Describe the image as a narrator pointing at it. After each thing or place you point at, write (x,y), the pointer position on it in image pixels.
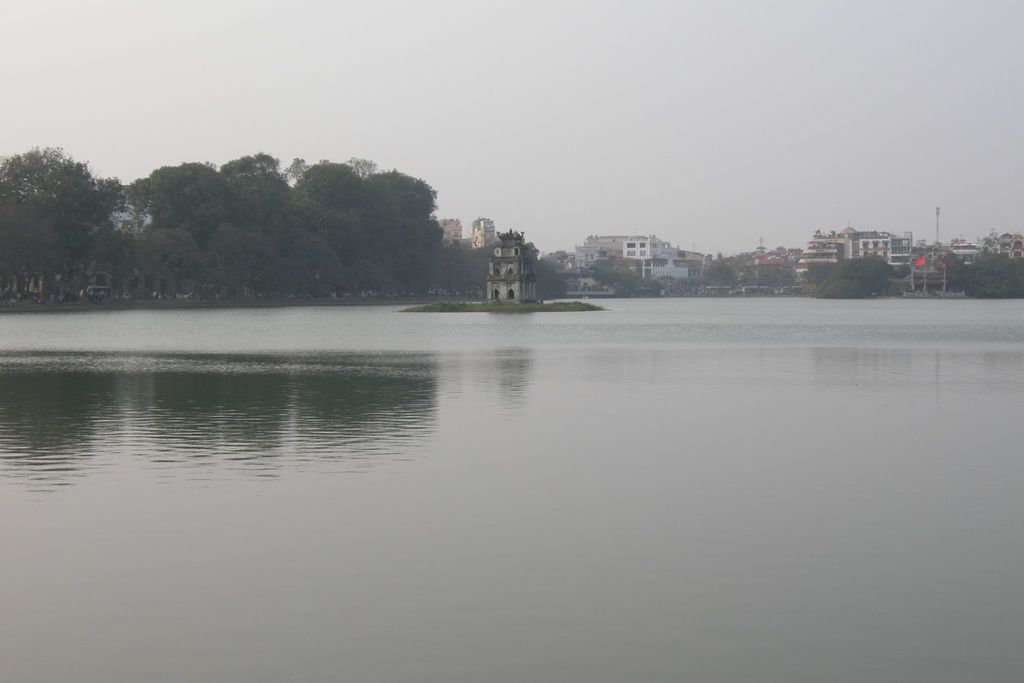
In the center of the image (509,248) there is a building (497,297) on the water (429,364). In the background (86,248) we can see trees (297,258), buildings (966,244), tower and sky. At the bottom (985,496) there is water (425,540).
